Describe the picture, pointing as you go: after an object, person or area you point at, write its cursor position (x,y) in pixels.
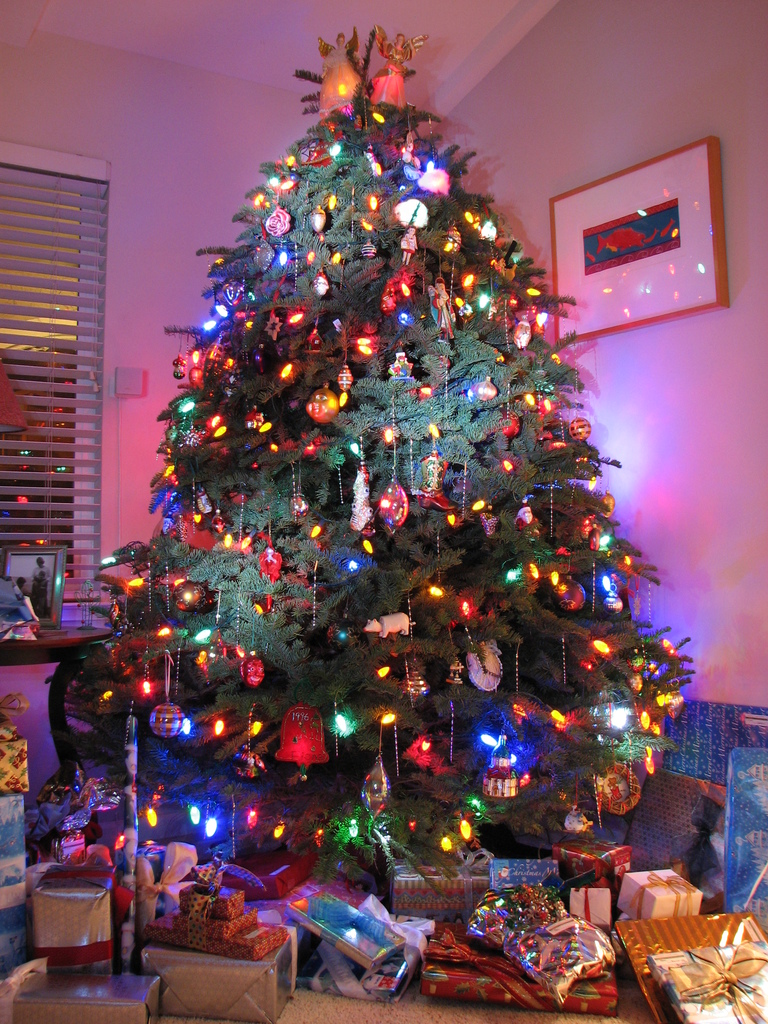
In this image, we can see the decorated Christmas tree (300,483). We can also see the wall (608,135) with a frame (616,176). We can also see the window blind (8,212). We can see a table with some objects (37,565) like a photo frame (37,565). We can also see the ground (443,1022) with some objects (17,795) like gift boxes (595,889).
